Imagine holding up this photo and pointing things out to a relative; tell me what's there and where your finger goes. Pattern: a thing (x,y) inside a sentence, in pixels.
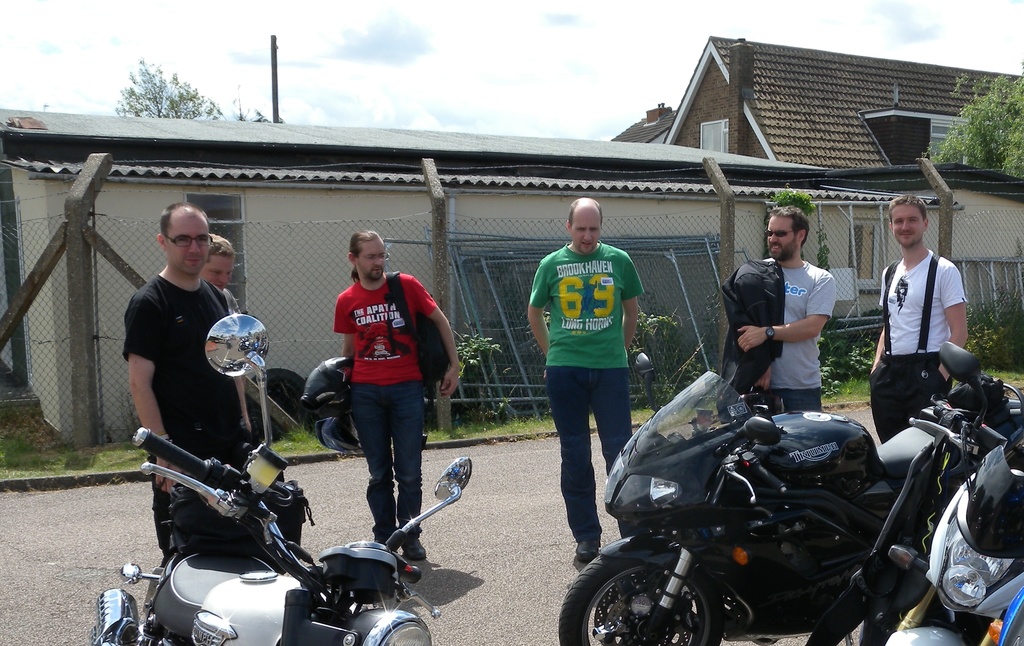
This image consists of six men (887,325) standing on the road (500,483). At the bottom (500,605), there is a road (477,620). In the front (769,592), we can see three bikes (318,603) parked on the road (795,639). In the background (851,274), there are small houses (293,219) along with the fencing (240,274). At the top (378,53), there are clouds (337,57) in the sky (355,74). On the right (1004,152), there is a tree (966,151). Inside the fencing (526,395), there are small plants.
